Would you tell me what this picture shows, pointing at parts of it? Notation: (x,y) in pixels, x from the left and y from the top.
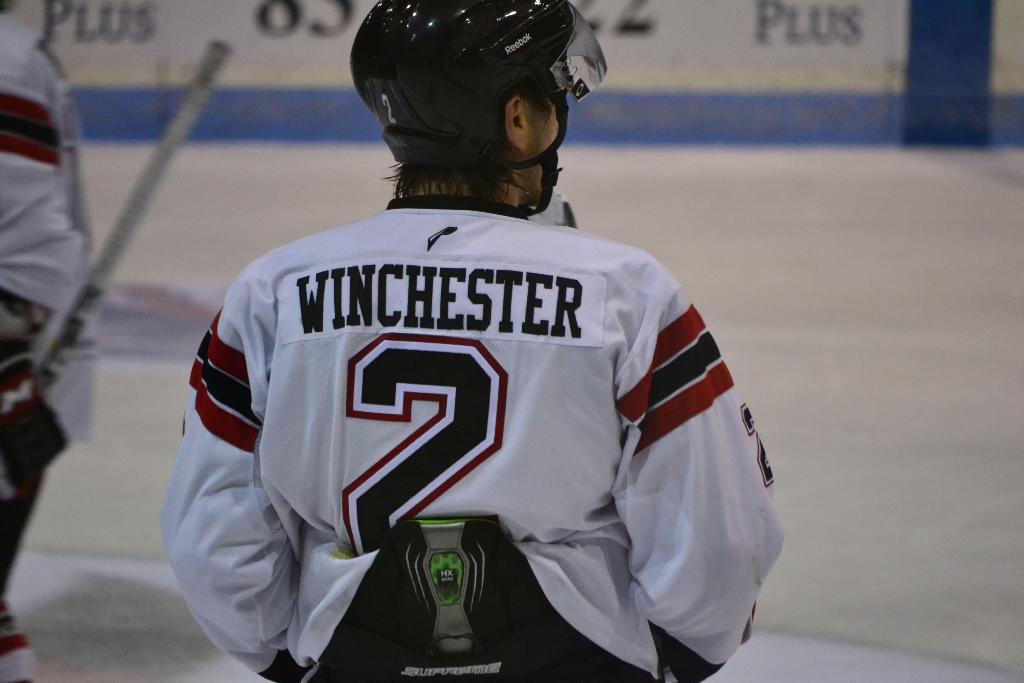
In this image I can see two persons (55,141) are wearing white color dresses (72,268), helmets (378,25) on their heads (402,79) and standing on the ground (873,500). On the top of the image (796,69) I can see a board (675,56) which is in white and blue colors and I can see some text (114,23) on that.
